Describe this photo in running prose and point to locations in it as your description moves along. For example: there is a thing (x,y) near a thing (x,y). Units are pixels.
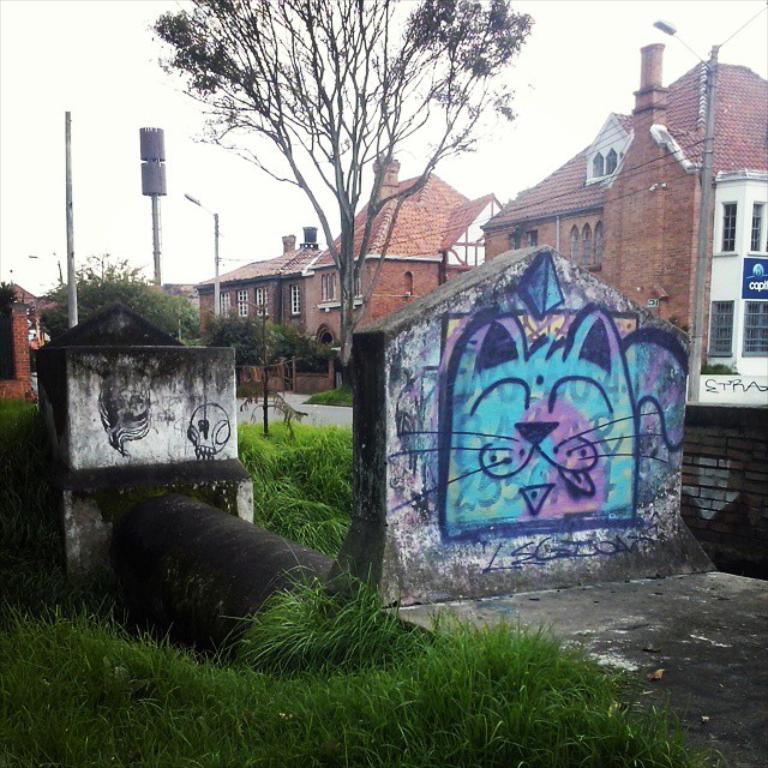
At the bottom of the image (364,683) there is grass (224,691) on the ground (224,691). And also there is a pipe (289,551) with walls (380,366) and on the walls (417,307) there is graffiti (475,410). In the background (712,76) there are poles (712,76) with lights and wires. And also there are trees (182,311) and buildings (683,105) with walls (718,202), windows (728,233), roofs (694,85) and chimneys (283,241). At the top of the image (540,126) there is sky (571,38).
